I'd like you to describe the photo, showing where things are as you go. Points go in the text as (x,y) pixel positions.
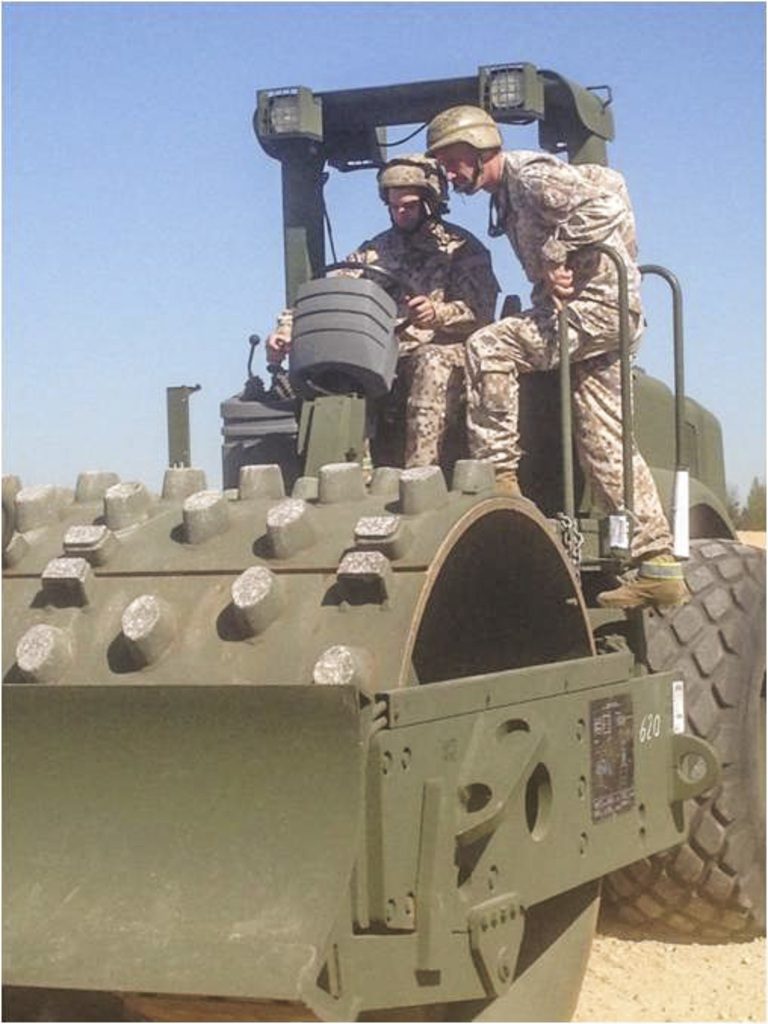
Here we can see a person (422,323) sitting on the seat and riding a vehicle (451,846) on the road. On the right (580,292) there is a person (592,417) standing on the vehicle (467,523). In the background (726,445) there is a sky (739,487) and on the right (760,493) there are trees (764,504).
